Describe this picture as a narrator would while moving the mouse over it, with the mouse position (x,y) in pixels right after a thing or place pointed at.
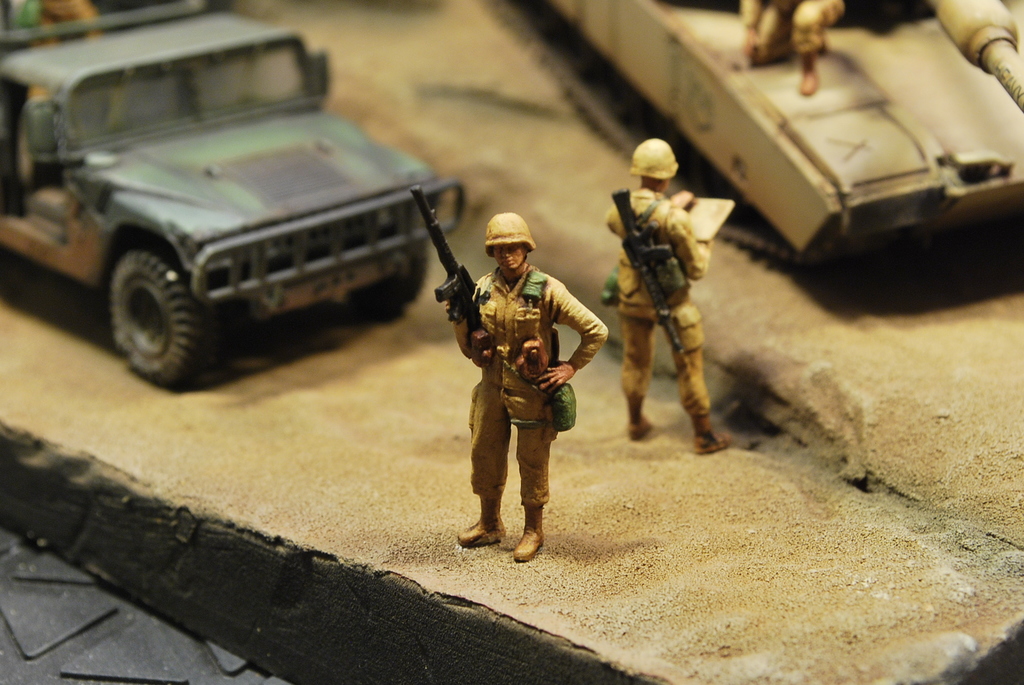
In the center of this picture (537,335) we can see the toys of persons (552,288) holding some objects (664,301) and standing. On the left (204,239) we can see the vehicle (226,280). On the right (849,96) there is an object (769,89) seems to be the tank (830,235).
